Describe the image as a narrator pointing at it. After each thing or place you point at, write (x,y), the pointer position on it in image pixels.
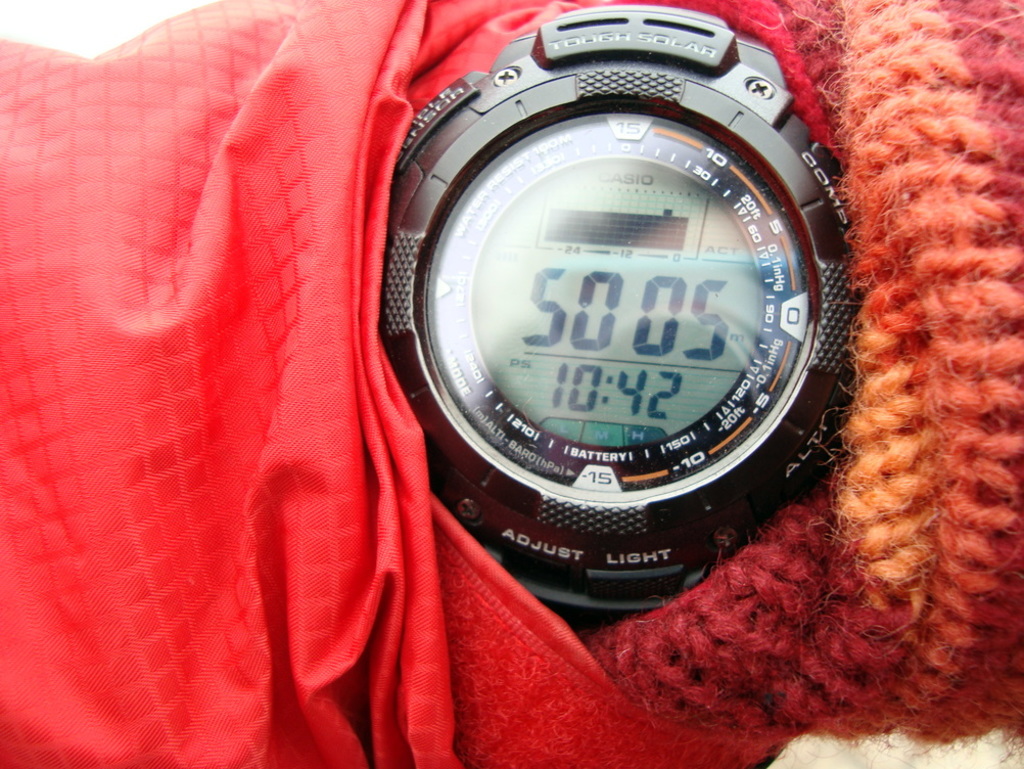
In the picture I can see the hand watch (719,104) which is in black color. I can see the red color cloth (227,343) on the left side (237,444). There is a red color thread (881,384) on the right side (897,518).
